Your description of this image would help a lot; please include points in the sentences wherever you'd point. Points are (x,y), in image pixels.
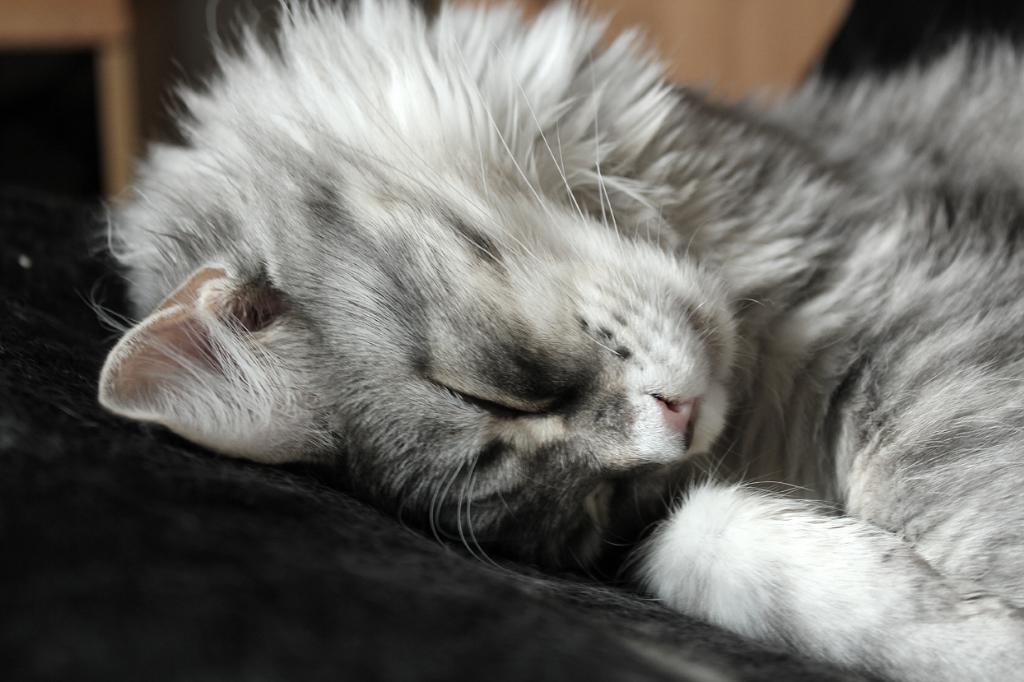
In the image I can see a cat (435,437) which is on the couch (601,586).
